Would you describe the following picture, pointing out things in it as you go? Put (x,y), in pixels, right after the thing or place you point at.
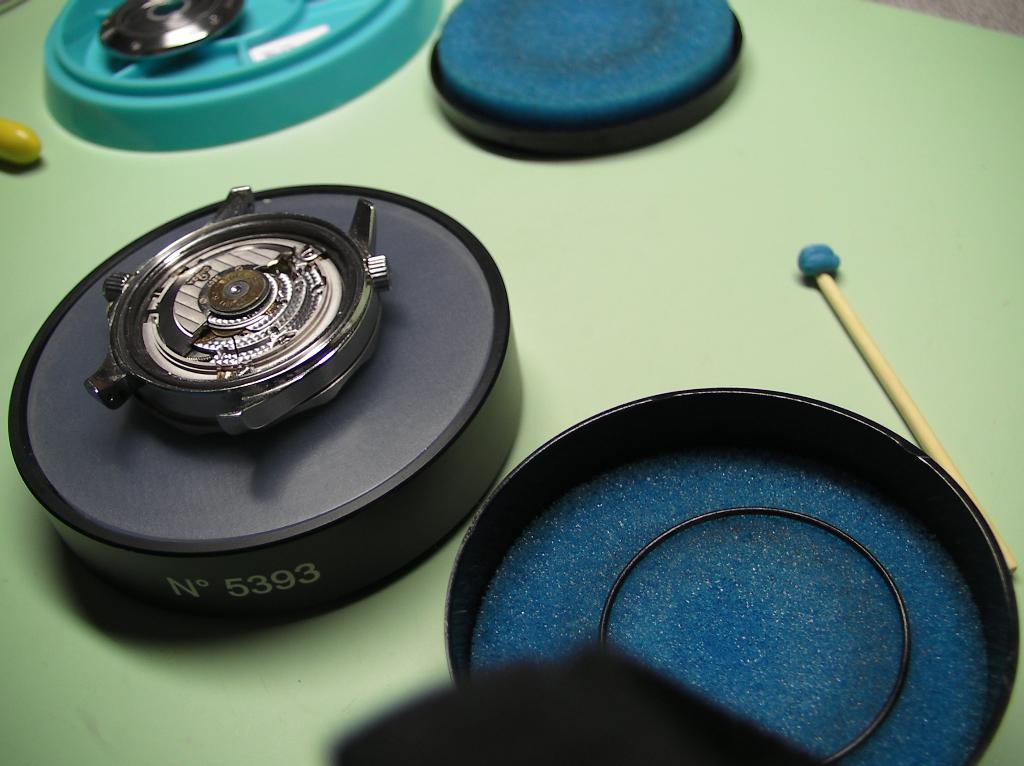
In this image we can see a watch (317,255), and some other objects (422,349) on the green color surface (525,340).
